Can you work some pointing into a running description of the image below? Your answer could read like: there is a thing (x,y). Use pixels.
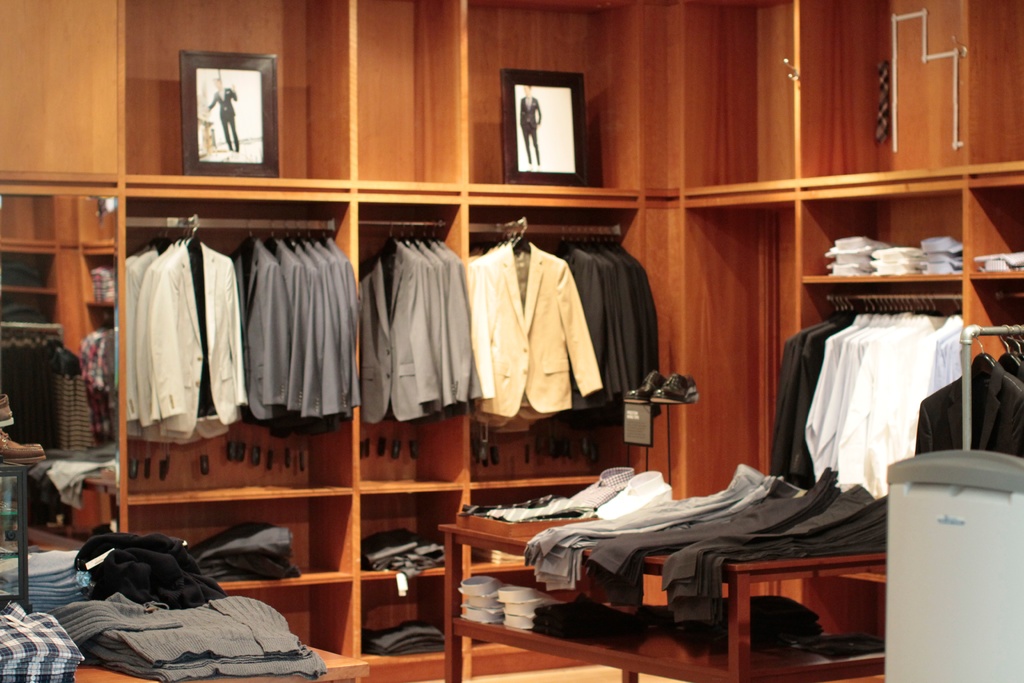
In this picture, we see suits (535,389) and blazers (481,415) are hanged to the hangers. Beside that, we see a cupboard (781,334) in which many shirts (812,430) are hanged. In the middle of the picture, we see a table (522,636) on which clothes (746,517) in white, grey and black color are placed. In the left bottom of the picture (144,579), we see a table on which clothes (167,623) are placed. At the top of the picture (537,133), we see two photo frames (230,92) are placed in the rack (471,207). This picture might be clicked in the textile shop (387,485).
